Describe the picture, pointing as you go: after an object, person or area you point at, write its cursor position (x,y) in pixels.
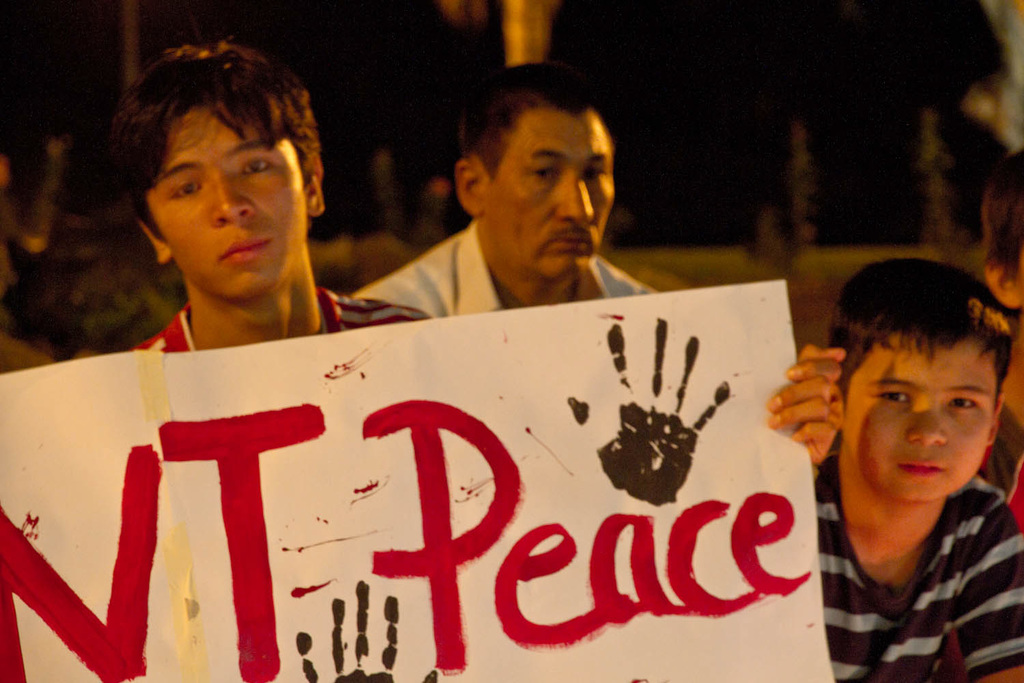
In this image we can see four persons (272,280), among them, one person (877,343) is holding a board (730,346) with some text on it and the background (908,203) is dark.
